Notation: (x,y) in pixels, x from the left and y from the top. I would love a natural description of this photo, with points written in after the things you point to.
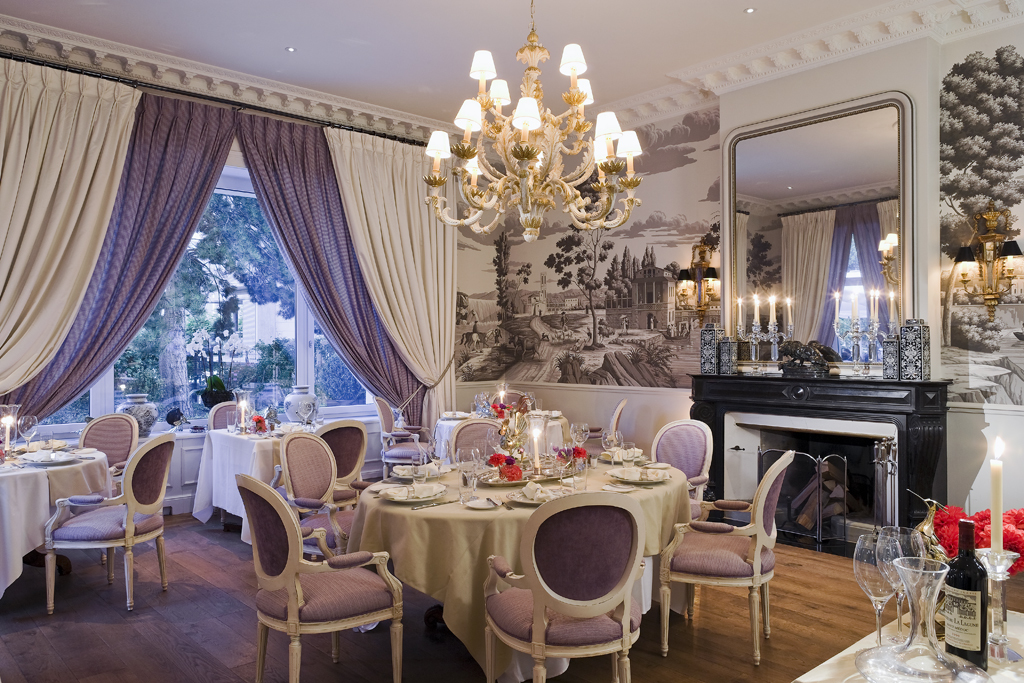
In this image we can see tables (432,514), chairs (130,438), lights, plates (60,459), glasses (304,428), bottle (954,645), mirror (815,321), candle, wall paintings (538,348), curtains (70,249) and other objects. In the background of the image (194,355) there is a glass window (260,384). Behind the glass window (271,327) there are trees (281,348) and the sky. At the top of the image (616,61) there is the ceiling (614,21) with lights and chandelier (479,62). At the bottom of the image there is the floor (85,624).
